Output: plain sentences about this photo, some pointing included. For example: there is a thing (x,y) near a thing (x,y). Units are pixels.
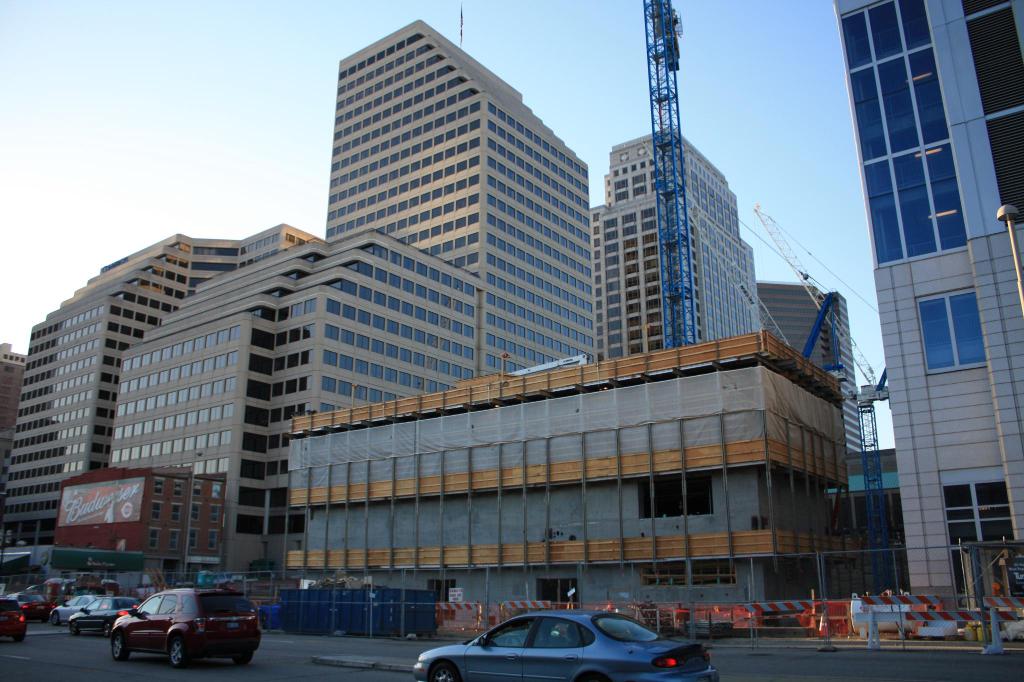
In this picture we can see cars (154,622) on the road (265,645), fence (947,605), banner (102,510), buildings (115,468) with windows (262,495) and in the background (395,21) we can see the sky (723,88).
